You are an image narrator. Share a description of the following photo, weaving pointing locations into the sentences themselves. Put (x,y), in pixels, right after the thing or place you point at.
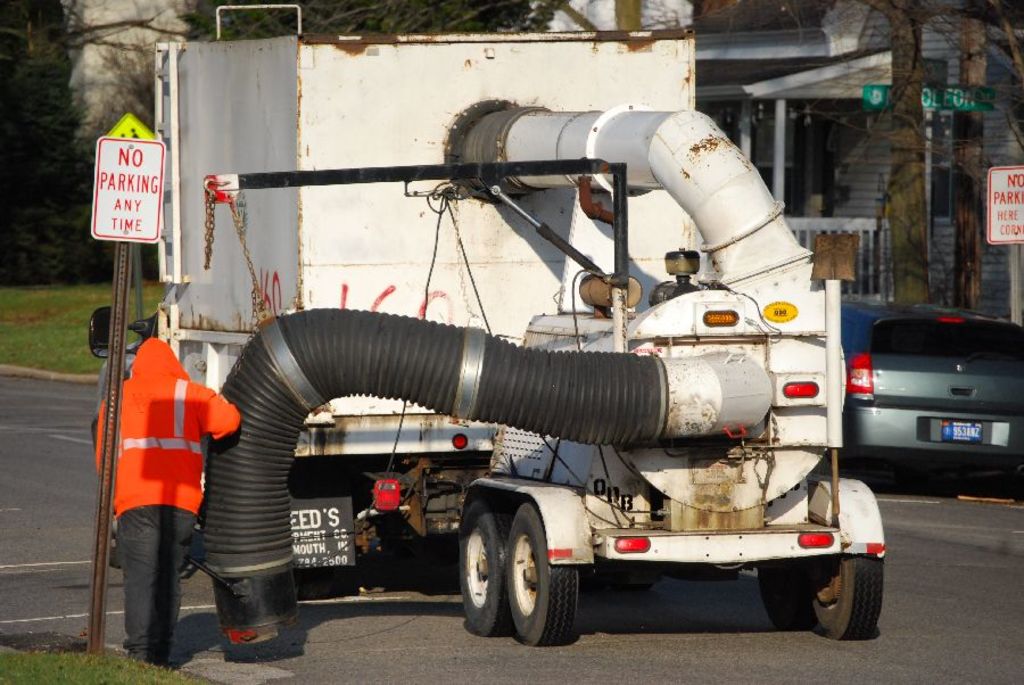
In this picture we can see a person (211,420) and vehicles (630,444) on the road (437,645), name boards (123,217), building (791,158), grass (60,310), some objects (224,512) and in the background (55,151) we can see trees (239,24).
